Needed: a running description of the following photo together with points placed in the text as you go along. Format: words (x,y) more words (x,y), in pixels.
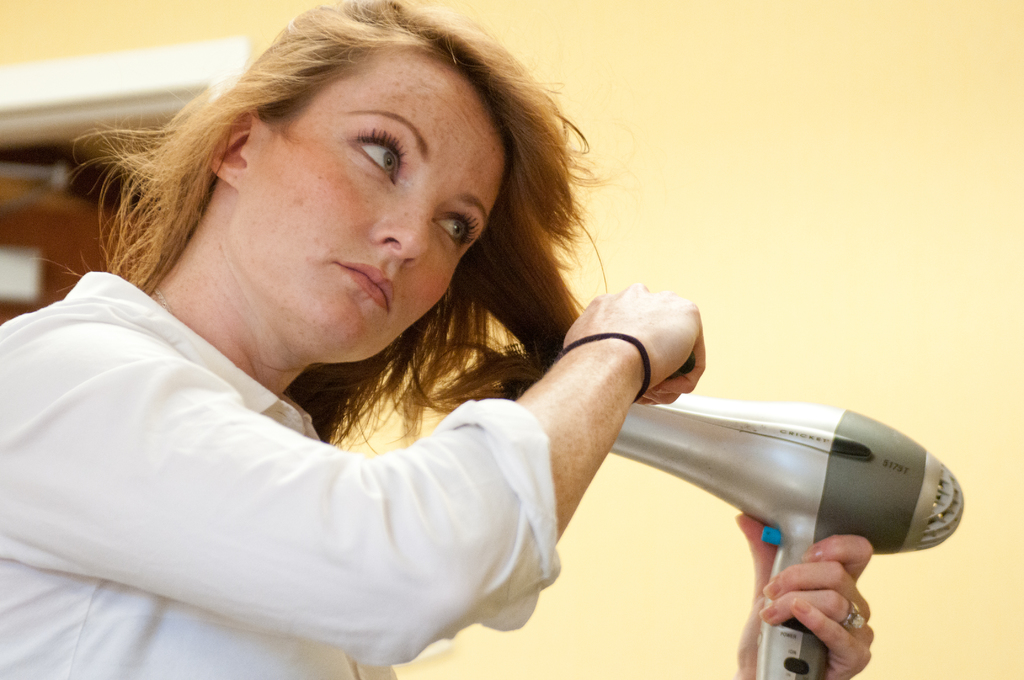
In this image in front (37,388) there is a person (372,275) holding the hair dryer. In the background of the image (935,285) there is a wall (861,290). On the left side of the image (11,178) there is a door (29,198).
